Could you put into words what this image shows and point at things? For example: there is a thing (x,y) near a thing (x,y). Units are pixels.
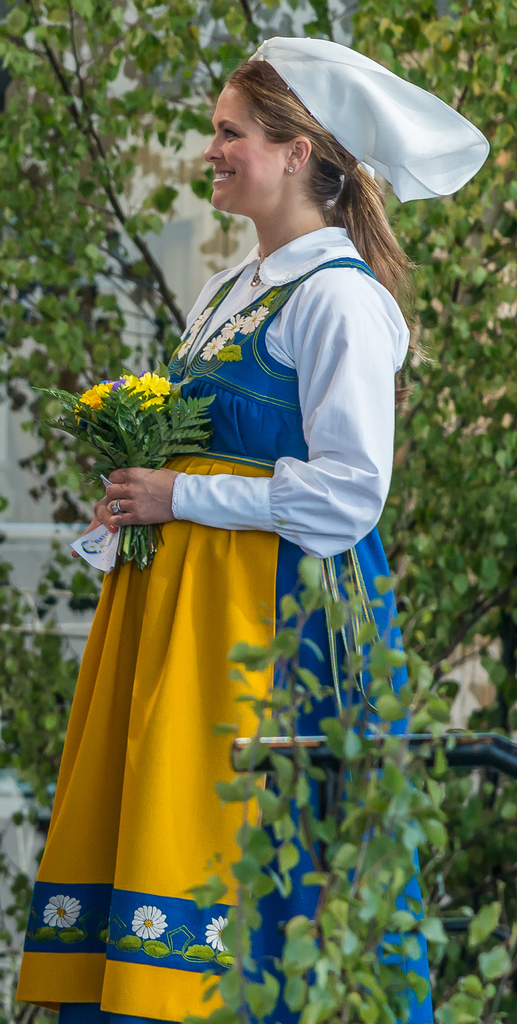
In this image we can see a woman (431,191) standing, and holding some flowers (135,540) and in the foreground (428,940) we can see the plants (309,563).
